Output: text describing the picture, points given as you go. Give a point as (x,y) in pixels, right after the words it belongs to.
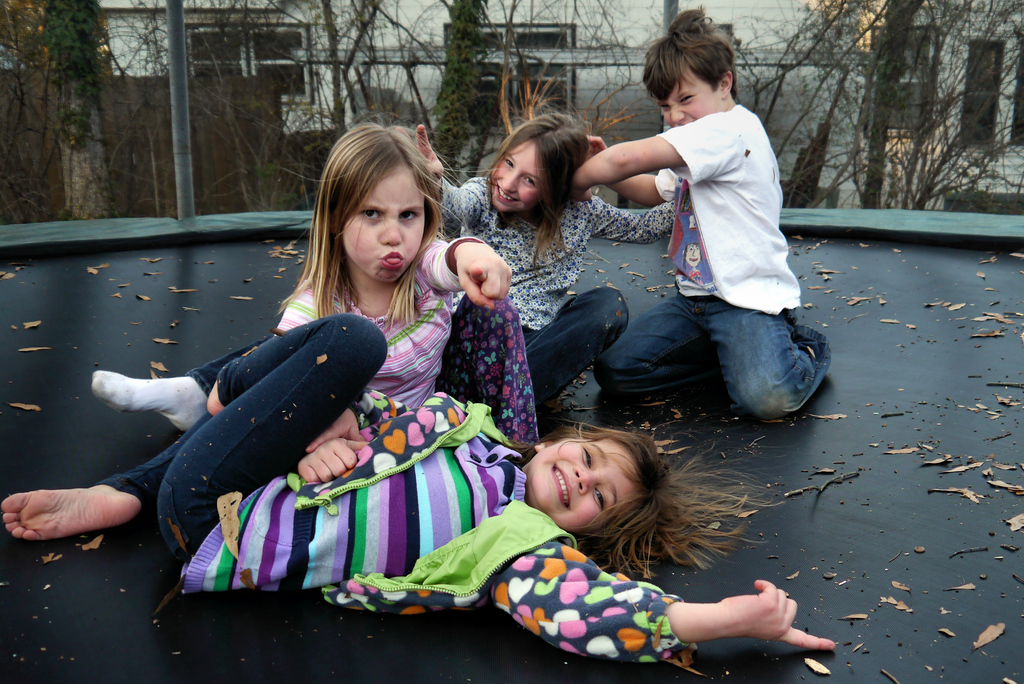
This image consists of trees (84,4) at the top (21,150). There are 4 persons (393,462) in the middle (538,326). Three (393,462) are girls (591,339), one (674,327) is a boy (674,327). They are playing.
